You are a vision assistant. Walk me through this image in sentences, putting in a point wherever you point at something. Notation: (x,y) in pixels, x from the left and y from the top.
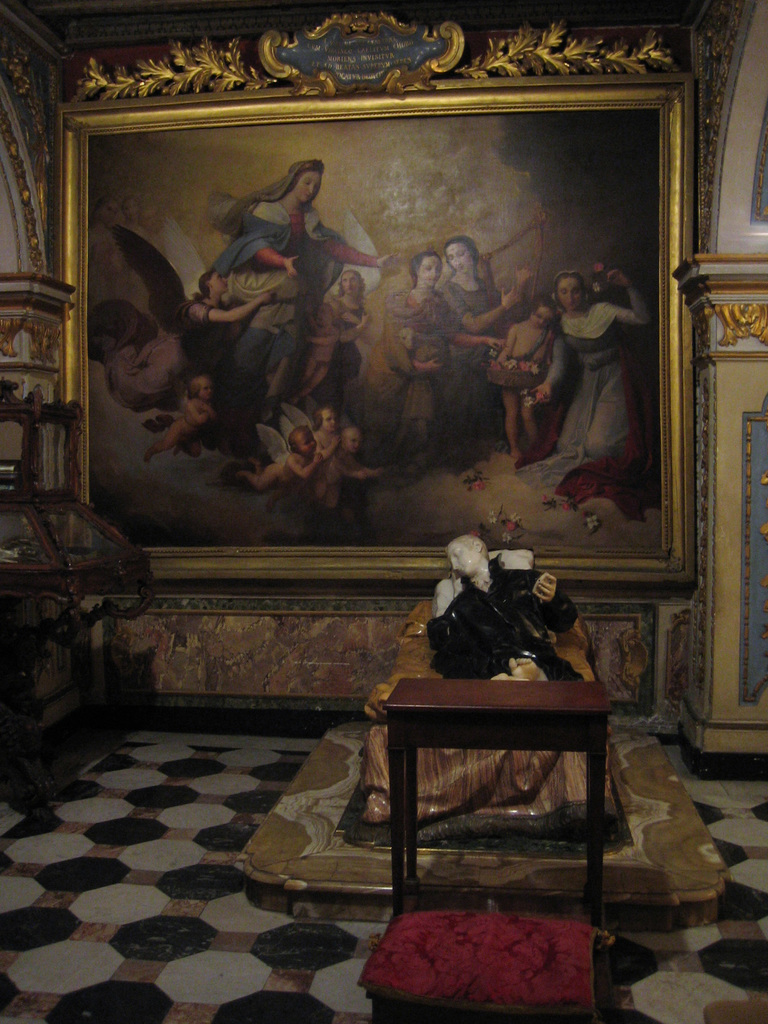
In this picture I can see a sculpture (401,655) of a person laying on the bed (513,816), there is a table (534,694), stool (522,938), and in the background (543,174) there is a big frame (548,343) attached to the wall (274,597).
